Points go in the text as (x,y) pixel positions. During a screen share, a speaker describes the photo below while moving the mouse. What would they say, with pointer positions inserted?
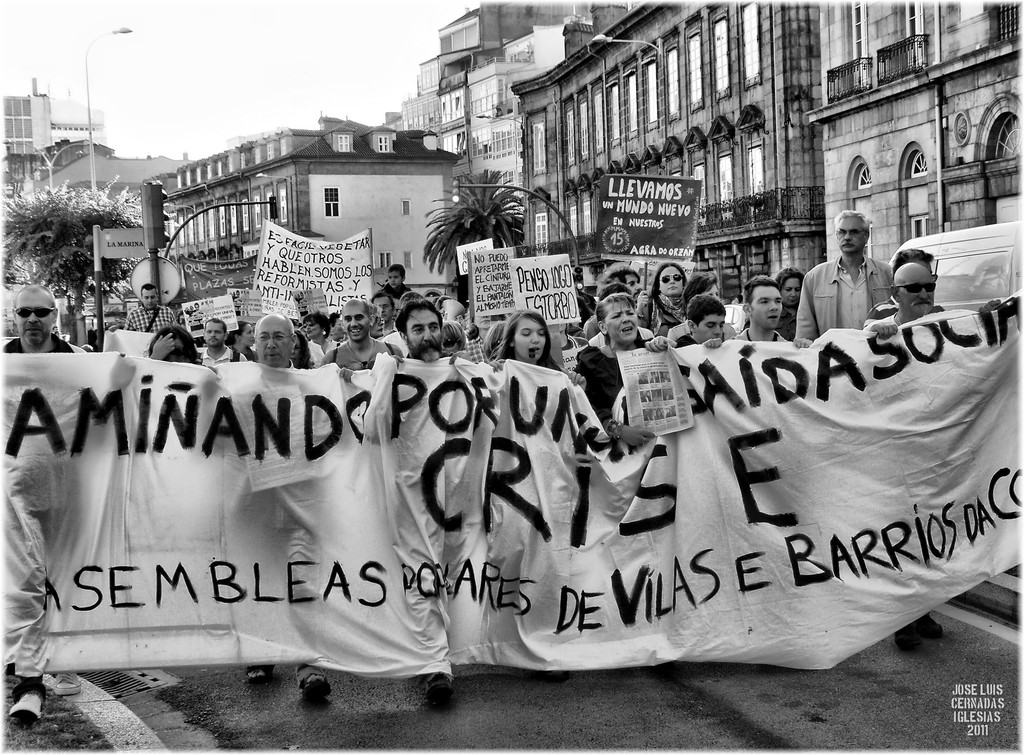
In this image there is the sky (220,69), there are trees (457,218), there are buildings (437,207), there is a building (916,132) truncated towards the right of the image (903,64), there is a vehicle (979,269) truncated towards the right of the image (971,281), there are group of persons (912,292), there is a board (619,222), there is text (660,185) on board (320,279), there is road (751,706), there is text (973,718) towards the bottom of the image (972,684), there is a pole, there is a street light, there is a traffic light (156,203), there is a building (22,127) truncated towards the left of the image (27,132).
